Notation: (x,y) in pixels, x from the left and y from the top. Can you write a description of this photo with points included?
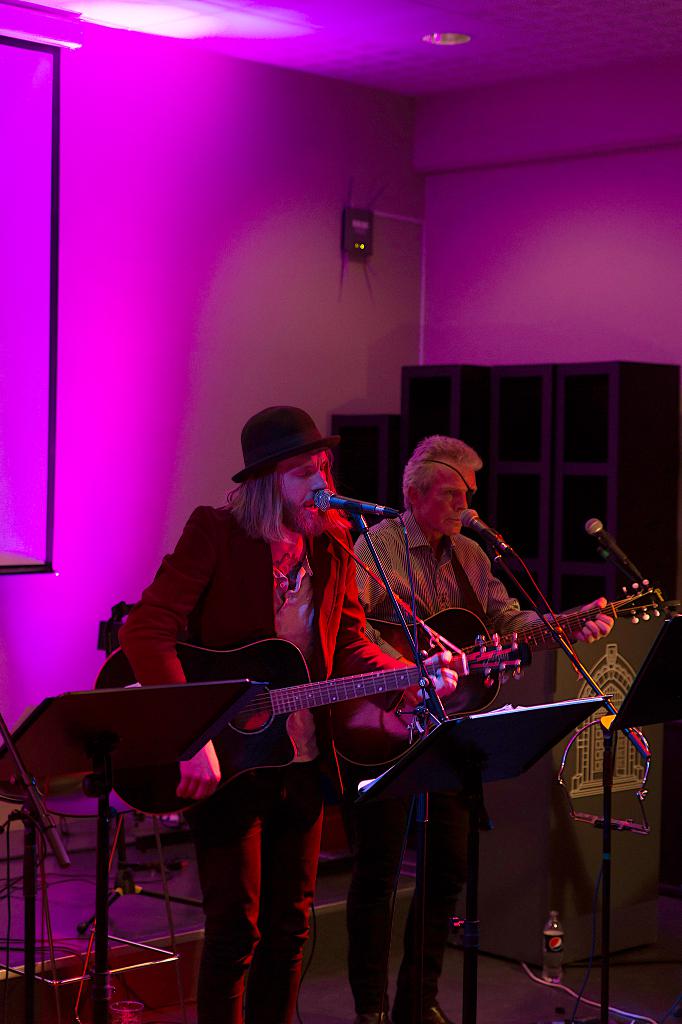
In this image there are 2 persons (237,555) standing and playing a guitar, and the back ground (13,79) there is a screen (49,374).
